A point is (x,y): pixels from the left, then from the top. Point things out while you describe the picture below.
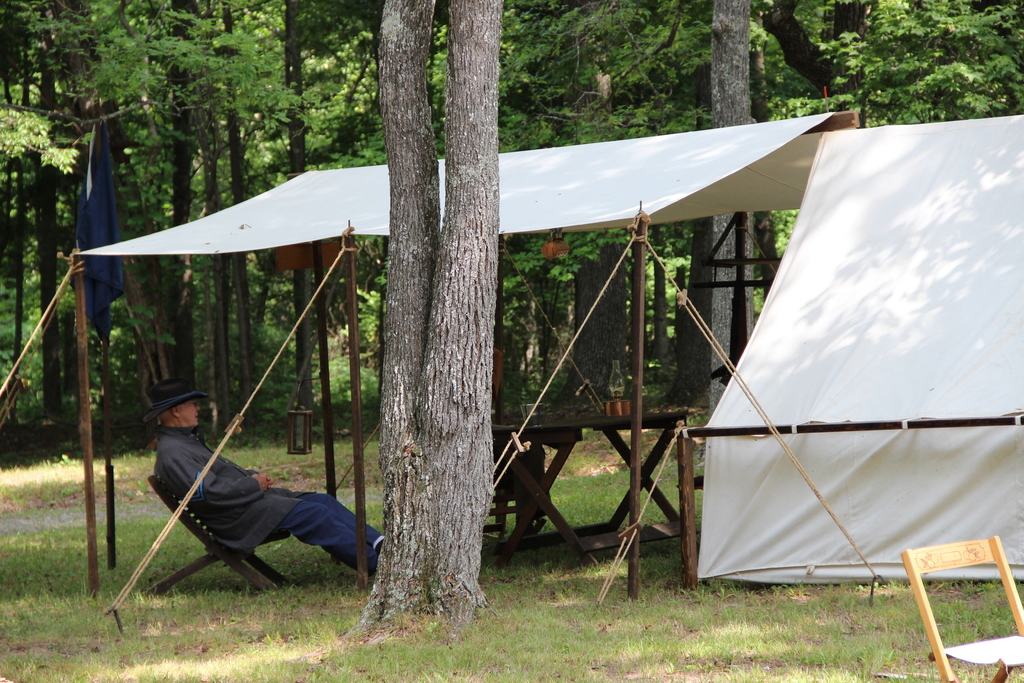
In this image we can see person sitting on the chair (190,519), table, tent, flag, flag post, trees (113,170) and ground (282,547).
